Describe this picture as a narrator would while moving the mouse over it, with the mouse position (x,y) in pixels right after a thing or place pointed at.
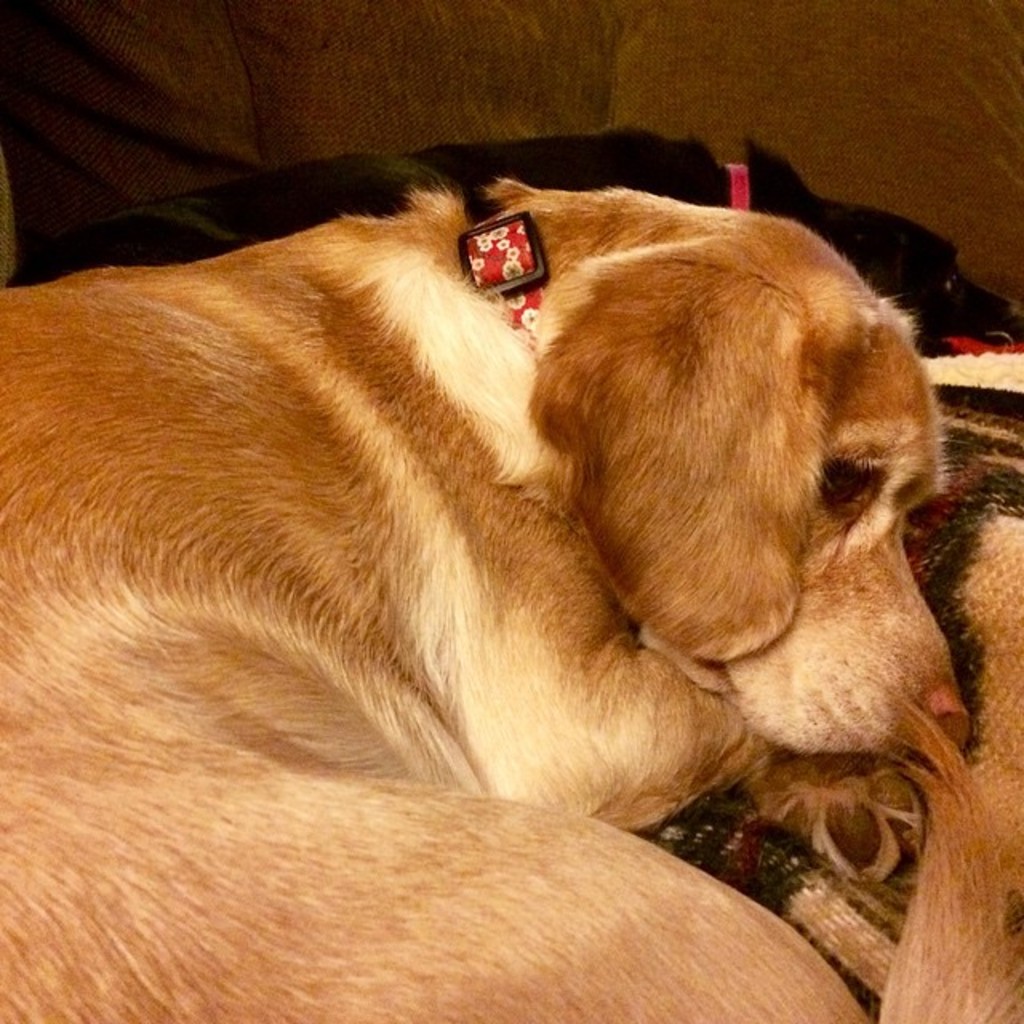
In the picture we can see a dog (820,997) lying on the bed (152,192), the dog (110,403) is cream in color and some part brown in color.
